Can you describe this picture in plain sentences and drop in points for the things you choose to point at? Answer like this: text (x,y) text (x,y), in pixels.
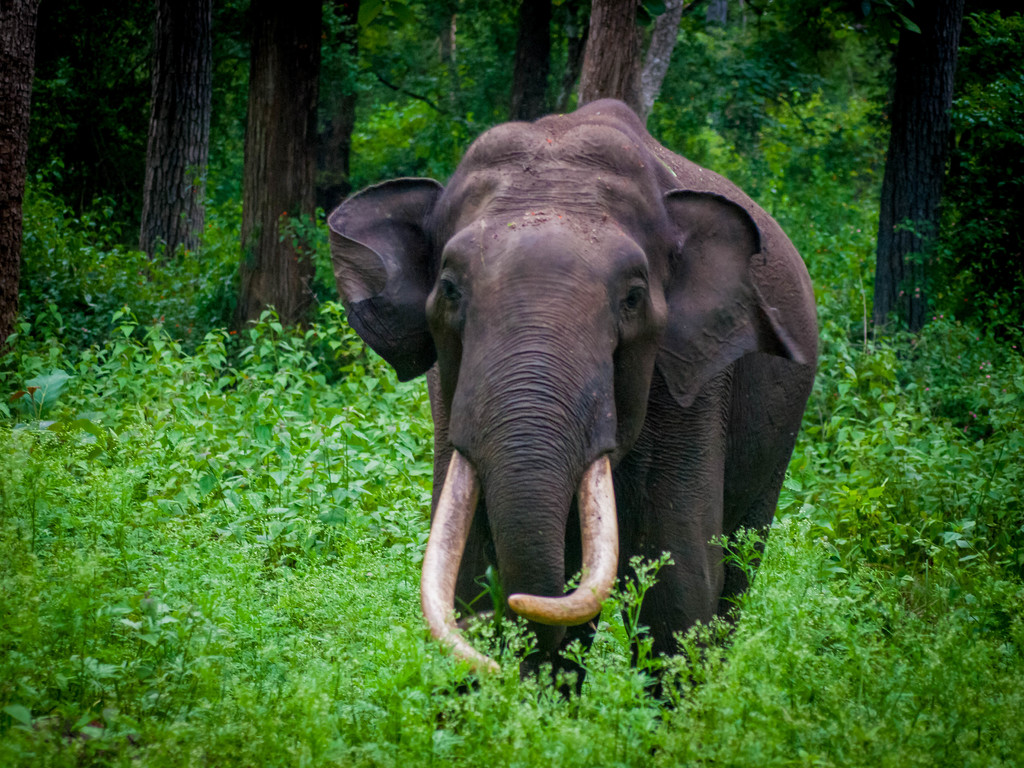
This place is looking like a forest (399,650). Here I can see an elephant (735,354). At the bottom of the image (404,687) I can see some plants (276,586) in green color. In the background (525,91) there are some trees (324,91).
